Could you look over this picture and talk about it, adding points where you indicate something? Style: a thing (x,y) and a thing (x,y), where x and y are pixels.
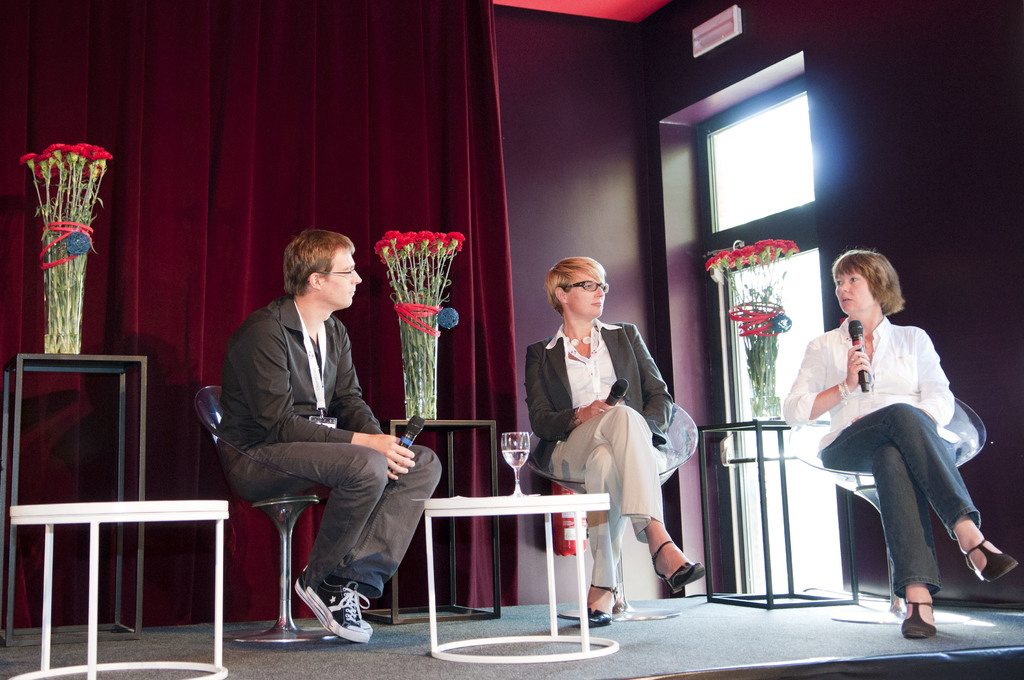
There are group of persons (396,453) who are sitting on the chairs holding microphones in their hands (412,461) and there are flower vases (416,374) and glass (509,434) and at the background of the image (472,464) there is a curtain (504,234).
